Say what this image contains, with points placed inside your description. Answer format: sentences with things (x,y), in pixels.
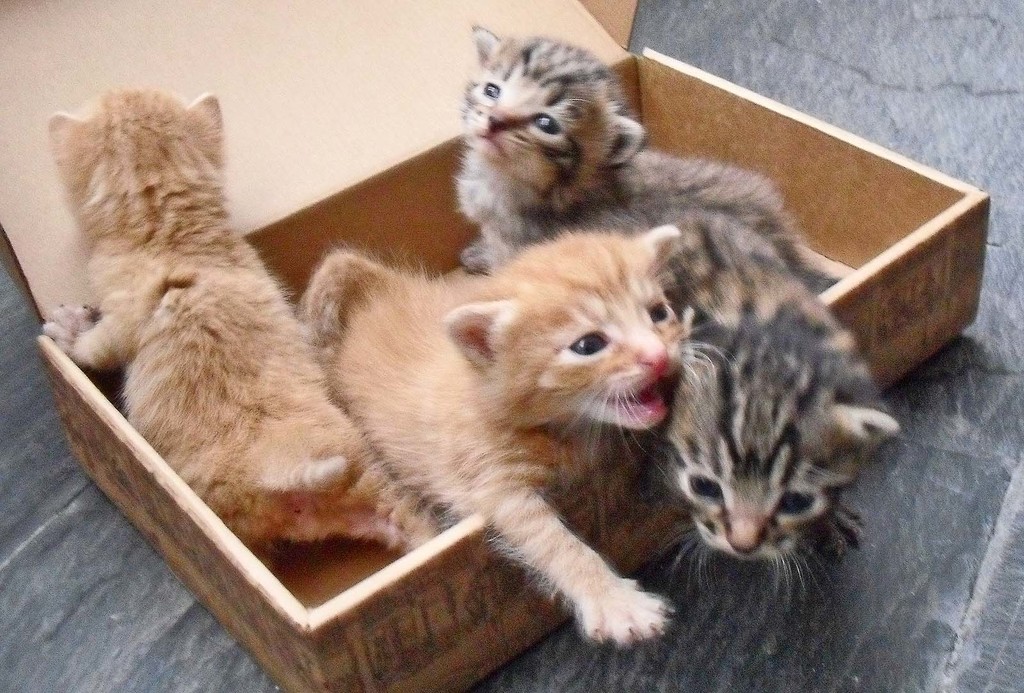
In this picture, we see the four kittens (484,330) are placed in the cardboard box (189,539). At the top (255,66), we see the cardboard lid (546,27) of a box (250,96). At the bottom (741,598), we see the floor (907,584).
